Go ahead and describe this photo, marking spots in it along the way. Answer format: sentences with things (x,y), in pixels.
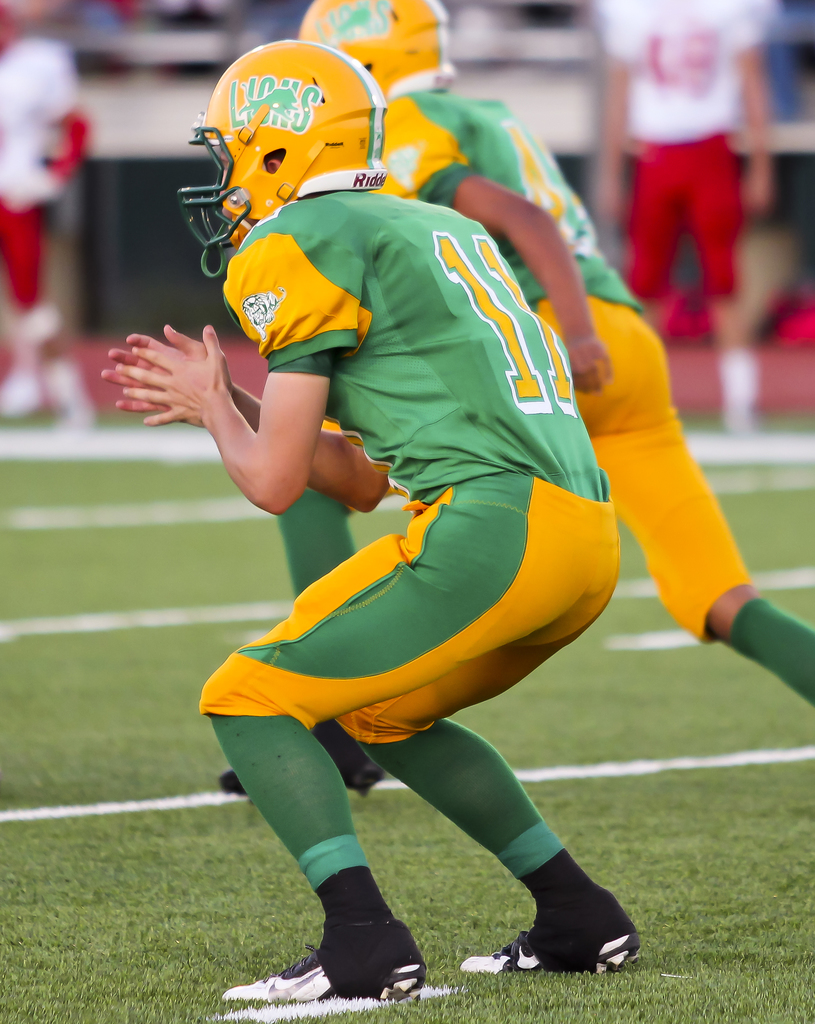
There are two persons (475,375) wearing helmet (370,117). On the ground (188,662) there is grass (178,860). In the background (21,299) it is blurred and there are few people (72,104).
